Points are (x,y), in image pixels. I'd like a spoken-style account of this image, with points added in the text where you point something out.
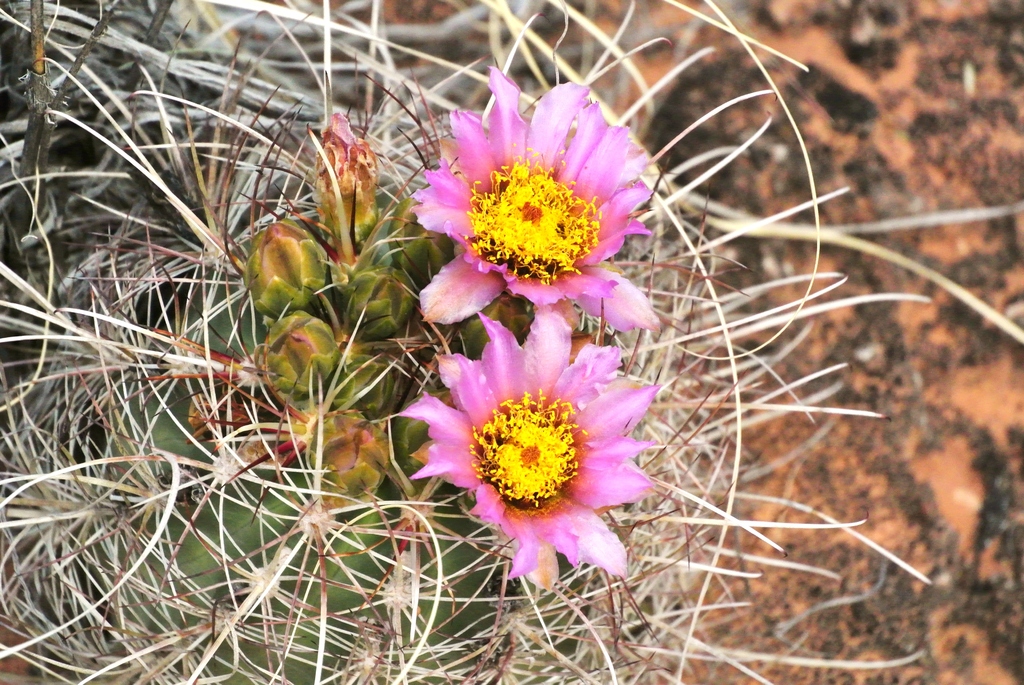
In the image in the center (681,253), we can see one plant (507,578) and few flowers (519,553), which are in pink and yellow color.
